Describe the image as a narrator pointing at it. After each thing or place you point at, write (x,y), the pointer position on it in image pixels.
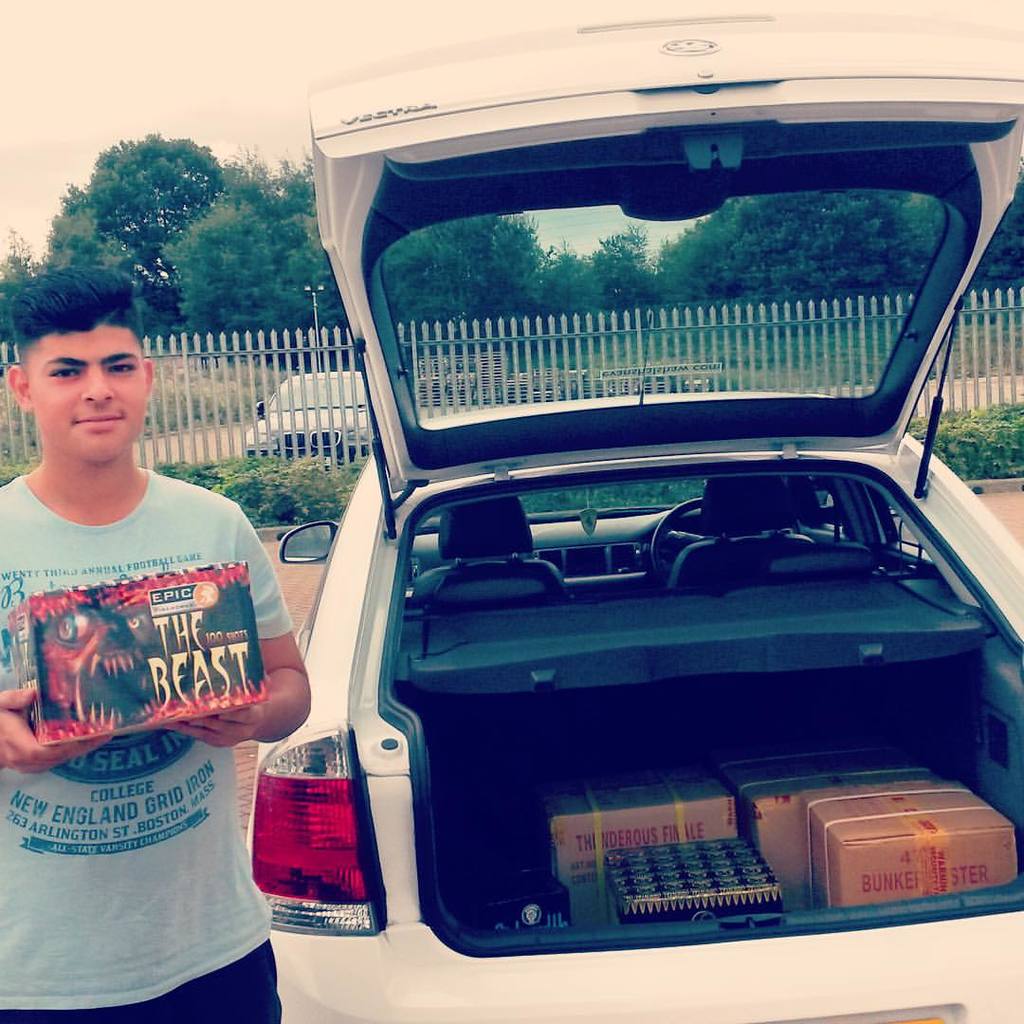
In this image there is a vehicle (659,616) with some objects (644,790) in it, beside the vehicle (577,1014) there is a person (173,732) standing and holding something in his hand (2,701), behind the person (139,348) there are a few plants (217,482) and a railing (466,367), behind the railing (356,375) there is a vehicle (325,416) parked. In the background (300,279) there are trees (186,226) and the sky (117,88).
